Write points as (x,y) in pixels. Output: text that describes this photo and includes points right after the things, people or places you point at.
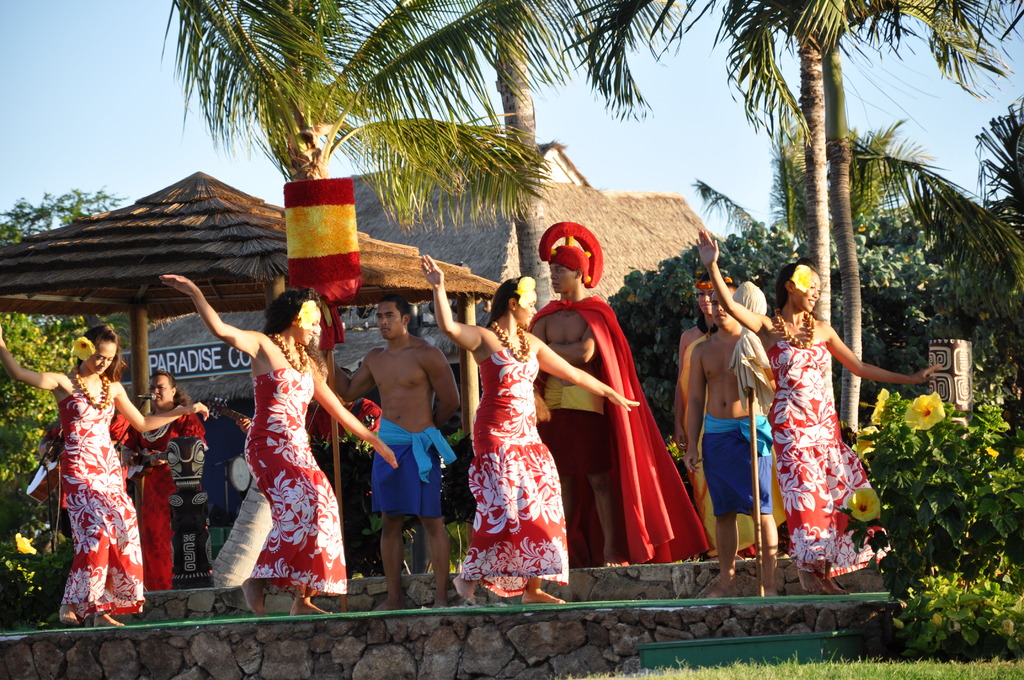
In this image, we can see some ladies (324,548) dancing on stage (490,603) and in the background (161,242), there are trees (830,303), huts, plants (913,422) and some other people (388,343) standing.
